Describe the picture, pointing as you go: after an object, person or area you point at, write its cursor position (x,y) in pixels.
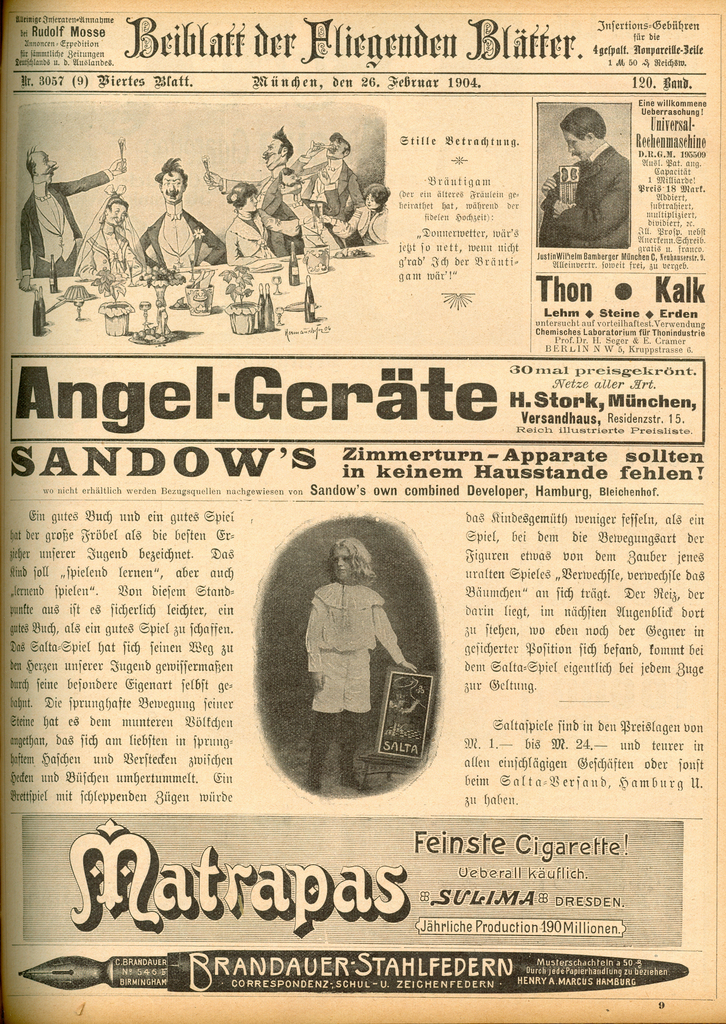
This is a poster and in this poster we can see some people (343,638), bottles (308,312), some objects (82,288) and some text (484,41).
